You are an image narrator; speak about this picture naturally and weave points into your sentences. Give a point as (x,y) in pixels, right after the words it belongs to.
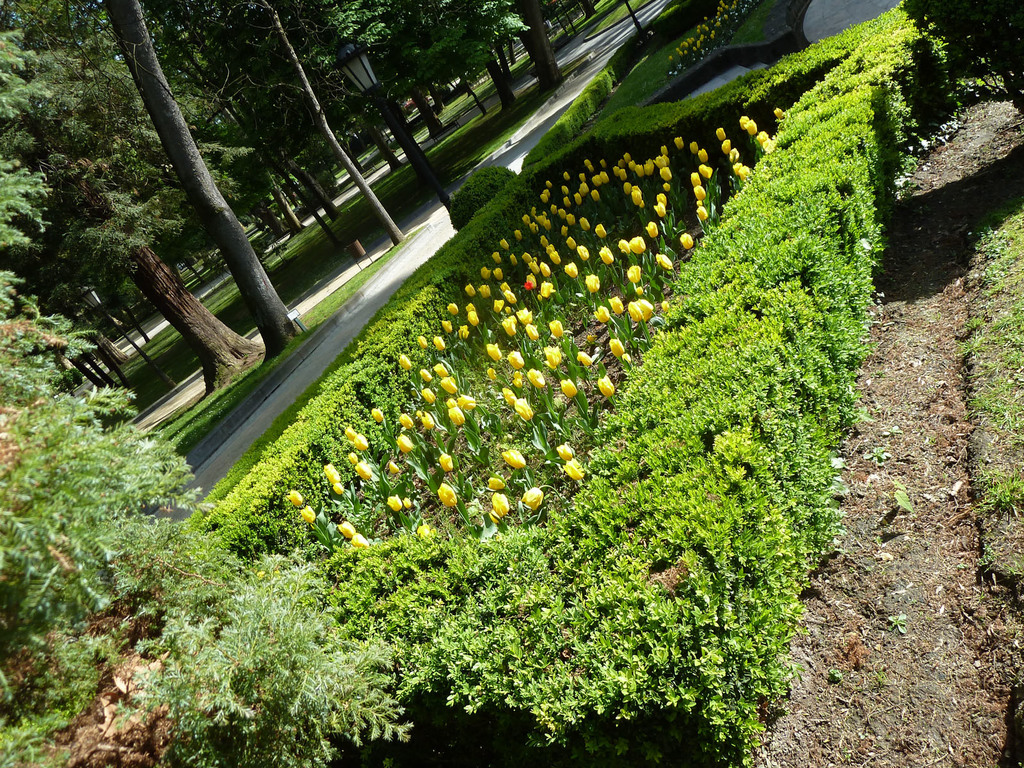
In this image, we can see few plants (83,654), grass (1014,413), yellow tulip flowers (595,315), road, poles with light (370,75), trees (163,283).
